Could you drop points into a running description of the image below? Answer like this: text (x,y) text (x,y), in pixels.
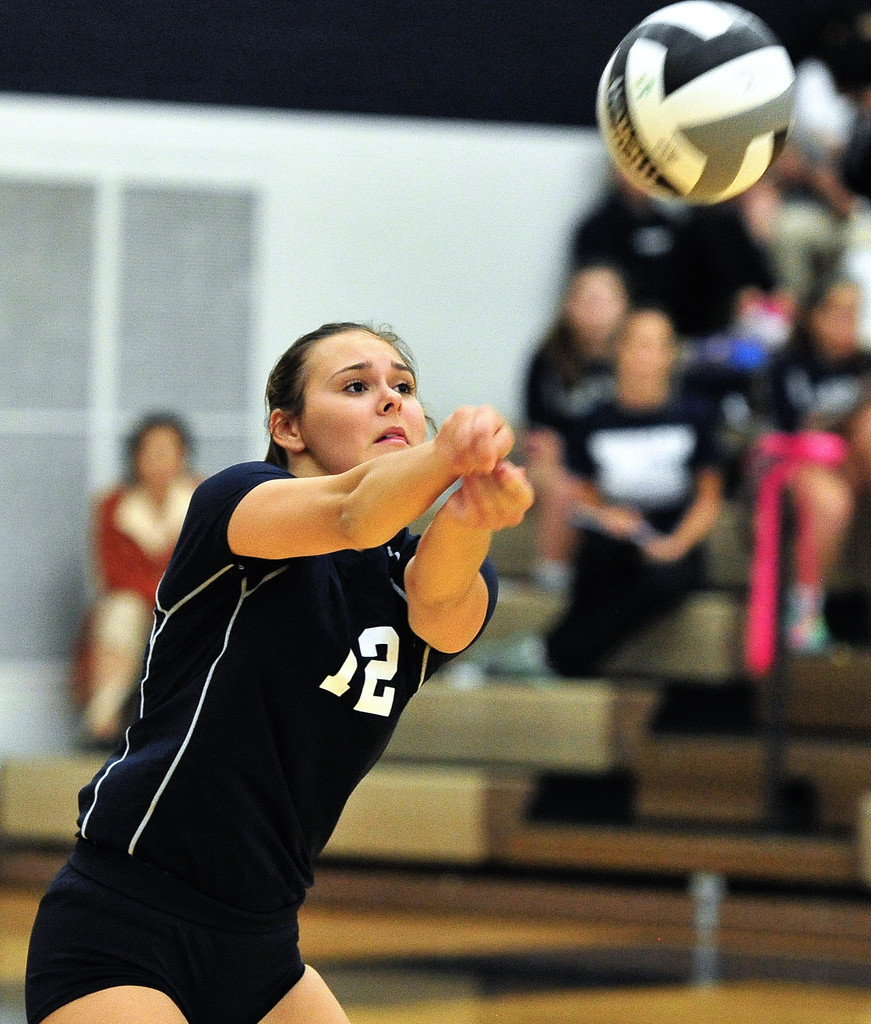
In this image there is a person (162,420) sitting and there is a window (151,267) on the left corner (113,428). We can see a person (172,960) and a ball (616,161). There are people (862,206) sitting on the right corner (655,395). There is a wall (501,346) in the background (485,349).
